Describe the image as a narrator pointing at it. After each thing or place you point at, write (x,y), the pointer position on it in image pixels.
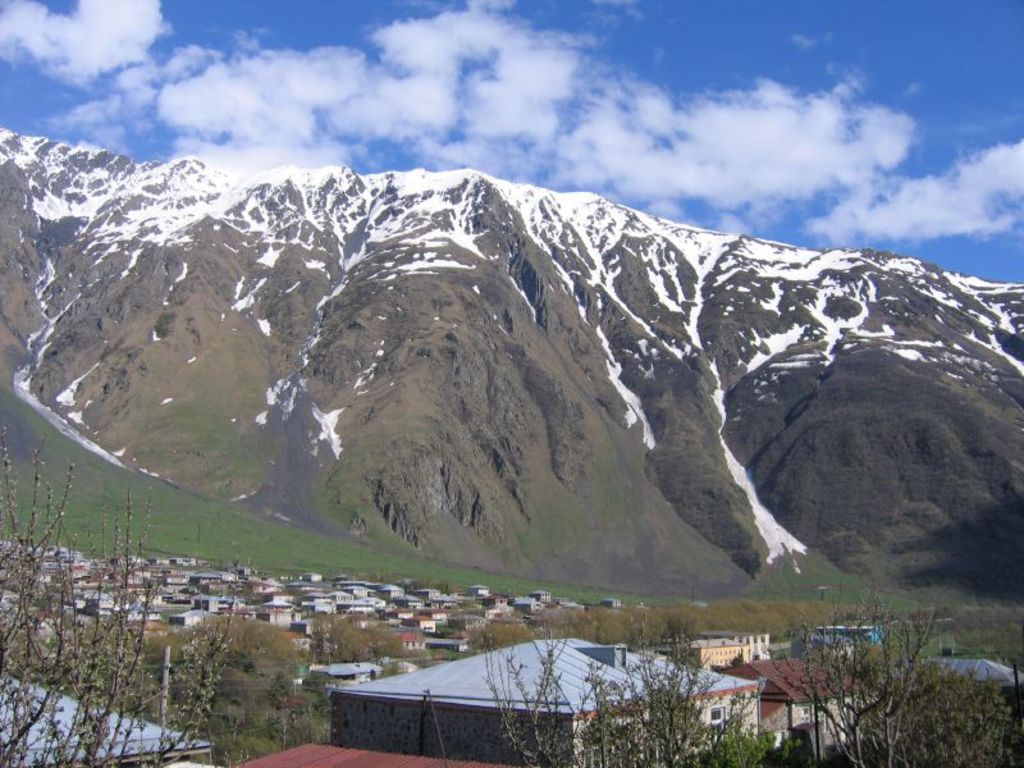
In this image at the bottom (530,647) there are some buildings (548,696), houses (548,696) and trees (72,679) and in the background (525,348) there are mountains (340,415) and grass (213,521). At the top (501,112) there is sky (231,117).
